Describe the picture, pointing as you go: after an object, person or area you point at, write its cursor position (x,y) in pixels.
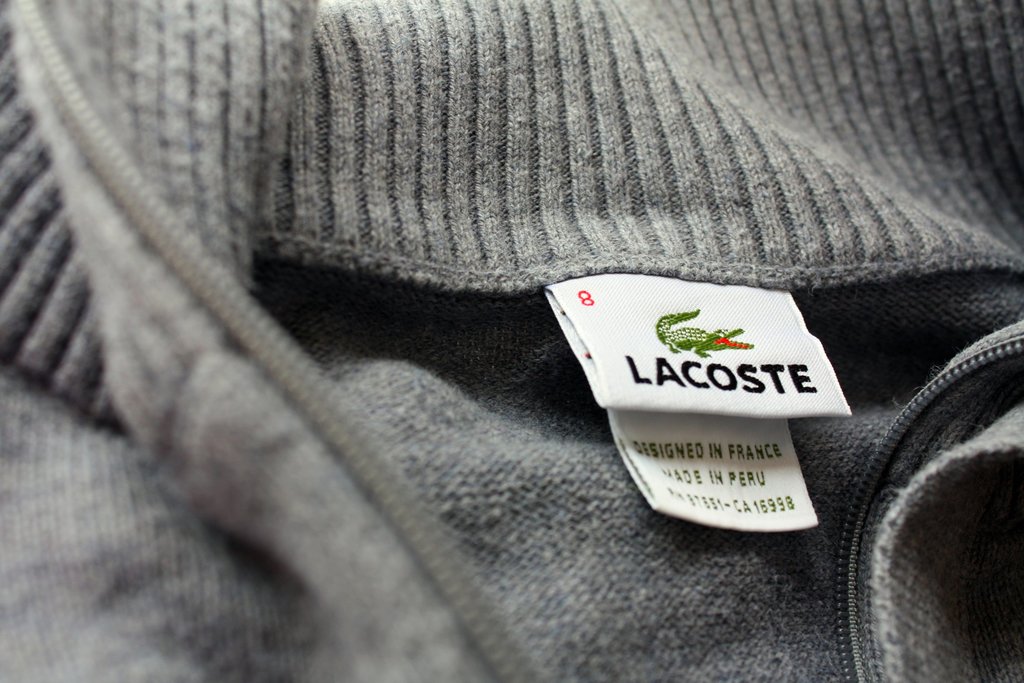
There is a gray color jacket (890,394) which is having stickers (549,289) on which, there are black color and green color texts (733,386).
